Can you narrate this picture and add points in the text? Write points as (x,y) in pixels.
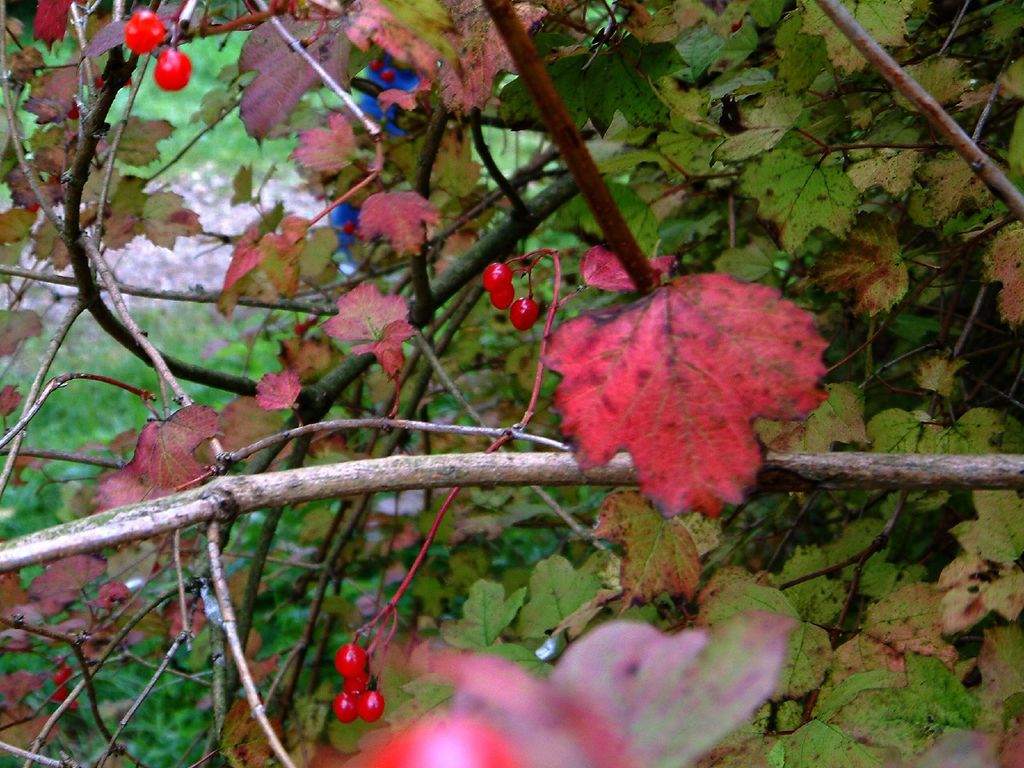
In this picture I can see the plants (580,374).
